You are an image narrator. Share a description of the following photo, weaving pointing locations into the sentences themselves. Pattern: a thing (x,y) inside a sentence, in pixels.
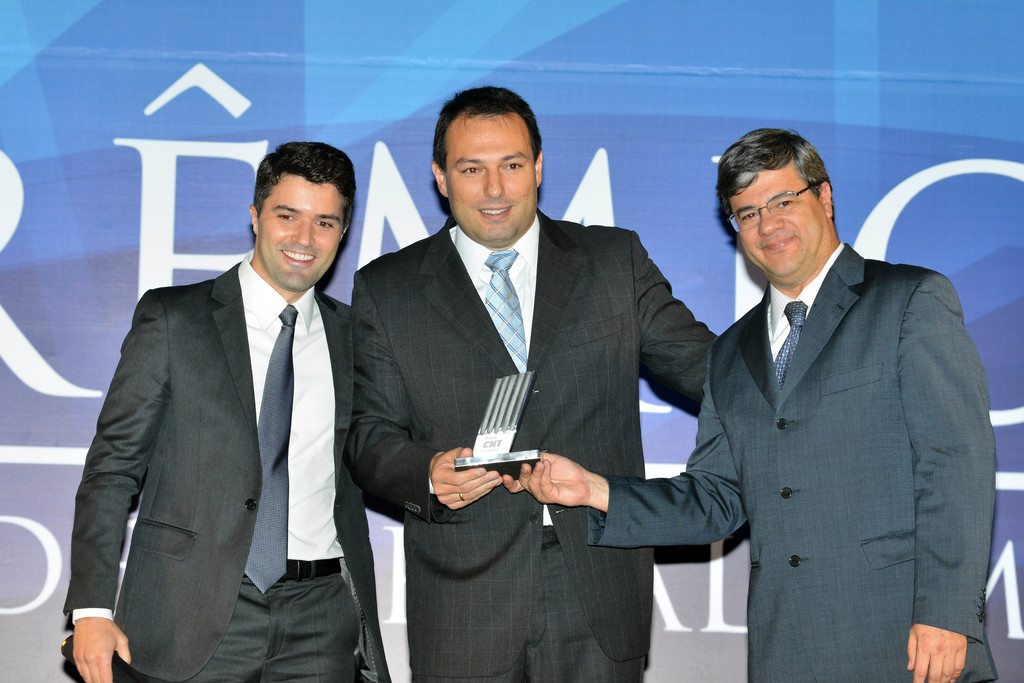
In the image we can see three men (780,422) standing they are wearing clothes (783,454) and tie (502,276). This is an object (481,438), finger ring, spectacles (746,211) and poster (620,101).
